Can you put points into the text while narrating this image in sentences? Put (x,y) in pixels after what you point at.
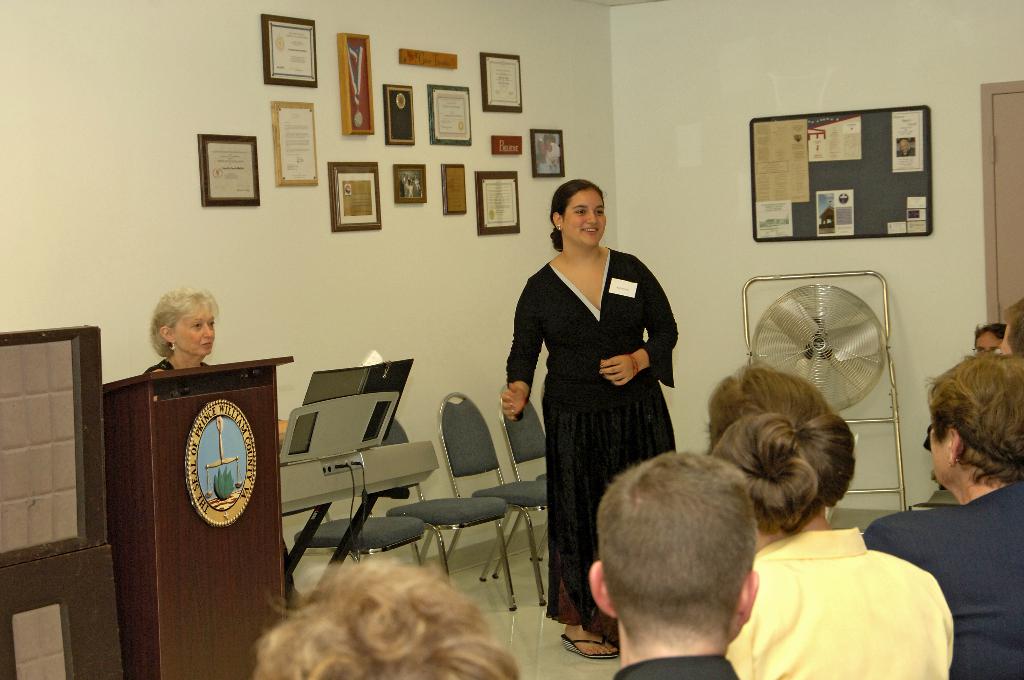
In this image, at the bottom (833,567) and right there are few people (953,431). Behind them, there is a woman (580,438) standing on the floor (555,651), chairs (532,448), a woman (204,342) sitting in front of a musical instrument (308,487), podium (239,482) and an object (68,548) on the left (49,609). In the background (412,166), there are frames (459,165), a board (886,154) and a fan like an object (875,318).
